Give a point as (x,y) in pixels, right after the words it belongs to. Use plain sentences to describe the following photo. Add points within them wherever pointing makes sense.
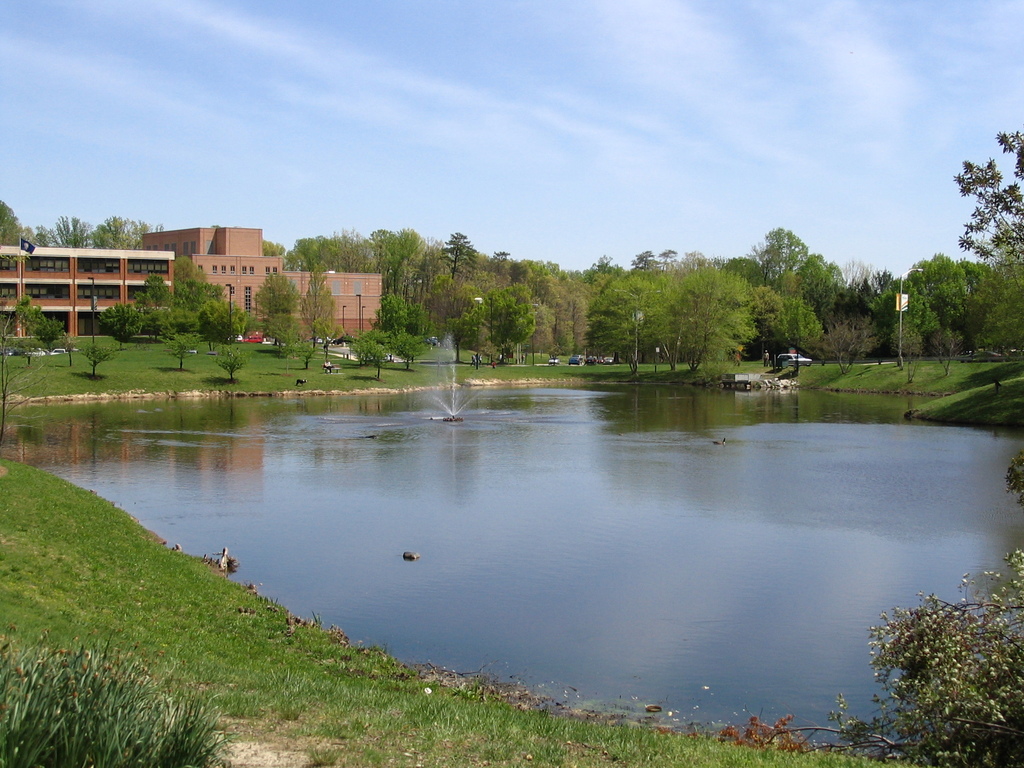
In this image, we can see some trees (721,292), plants (904,618) and grass (317,692). There is a lake (662,403) in the middle of the image (548,403). There is a building (267,265) on the left side of the image (170,285). There is a sky (500,52) at the top of the image (505,53).
